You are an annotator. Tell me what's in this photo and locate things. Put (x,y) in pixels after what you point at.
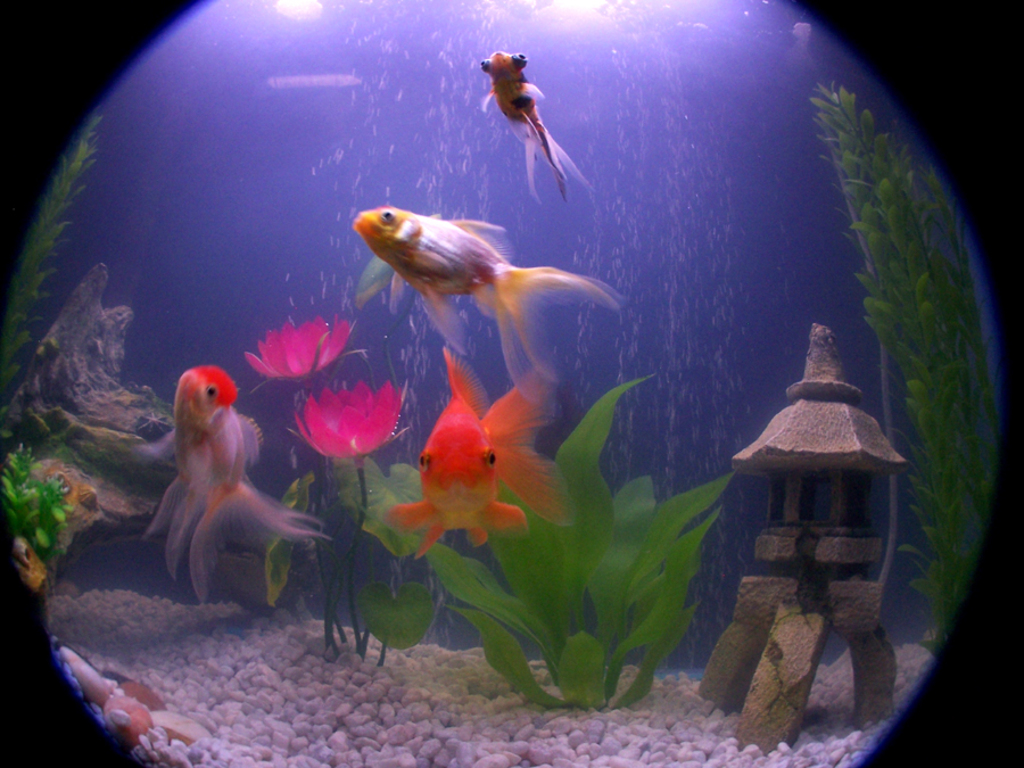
Here we can see fishes (527,360) in the water (348,29), flowers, plants (32,485), small wooden log (35,428), small stones (442,751) and at the top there are lights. This is an edited image in spherical shape.
